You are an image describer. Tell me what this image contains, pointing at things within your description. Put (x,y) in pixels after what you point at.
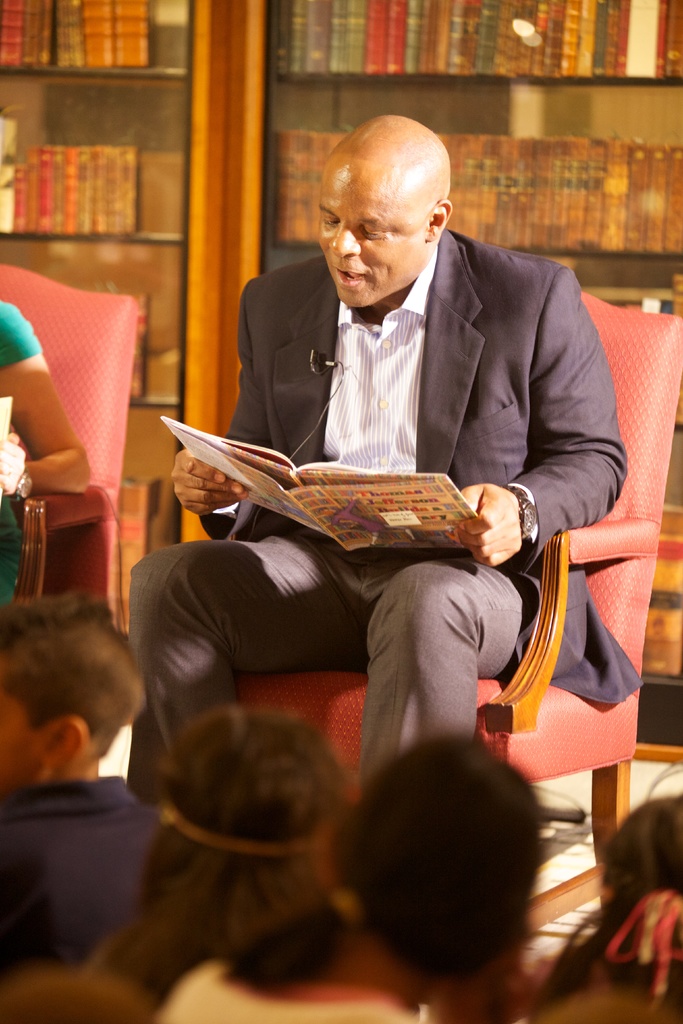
The person (330,369) wearing black suit (441,427) is sitting in a chair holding a book (377,473) and reading and there is another person (51,405) sitting beside him and there are group of children's (228,857) sitting in front of him and there is a bookshelf (280,94) in the background (500,103).
